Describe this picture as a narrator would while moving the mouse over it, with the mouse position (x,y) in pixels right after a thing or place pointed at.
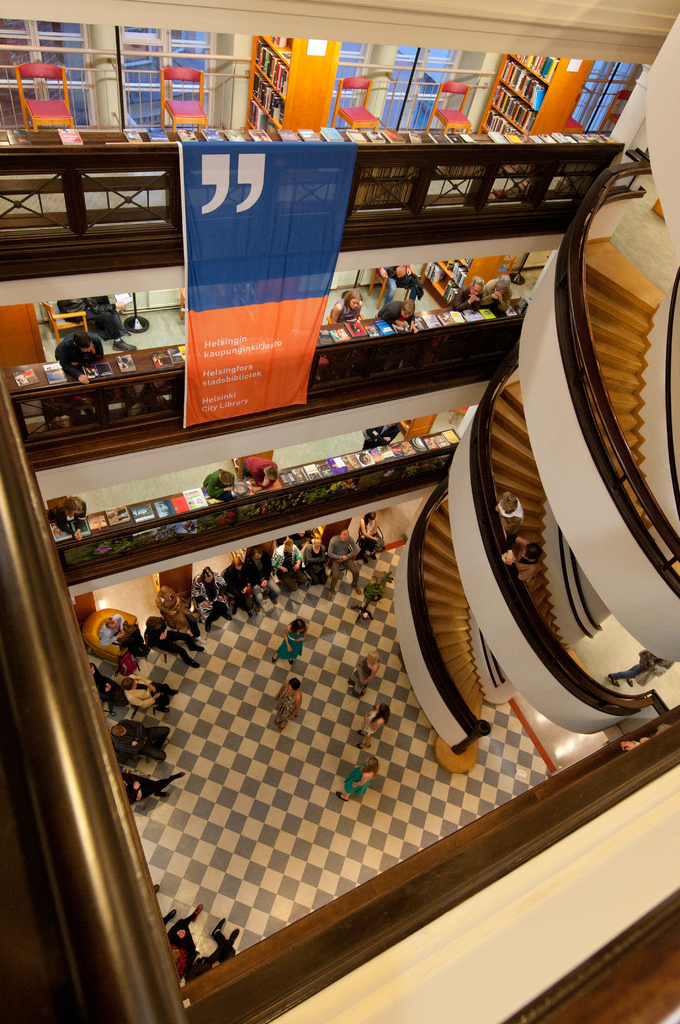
In this picture I can see the stairs (517,485) on the right side (620,321), in the middle (372,672) there are people (283,642). In the background (272,307) I can see the banner (270,317), at the top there are chairs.
